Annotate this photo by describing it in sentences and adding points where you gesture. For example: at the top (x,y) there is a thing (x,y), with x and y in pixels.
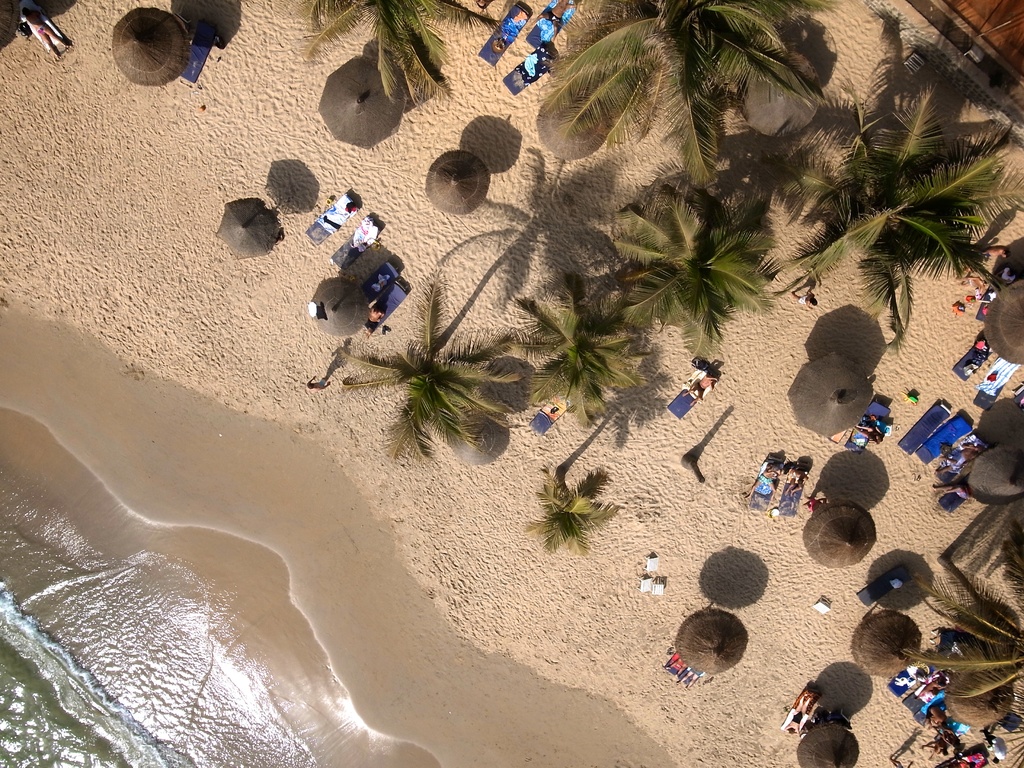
In this image we can see a group of people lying on the chairs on a sea shore (589,591). We can also see a group of trees (830,240), poles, outdoor umbrellas (823,508), huts (818,515) and the water (98,675).
